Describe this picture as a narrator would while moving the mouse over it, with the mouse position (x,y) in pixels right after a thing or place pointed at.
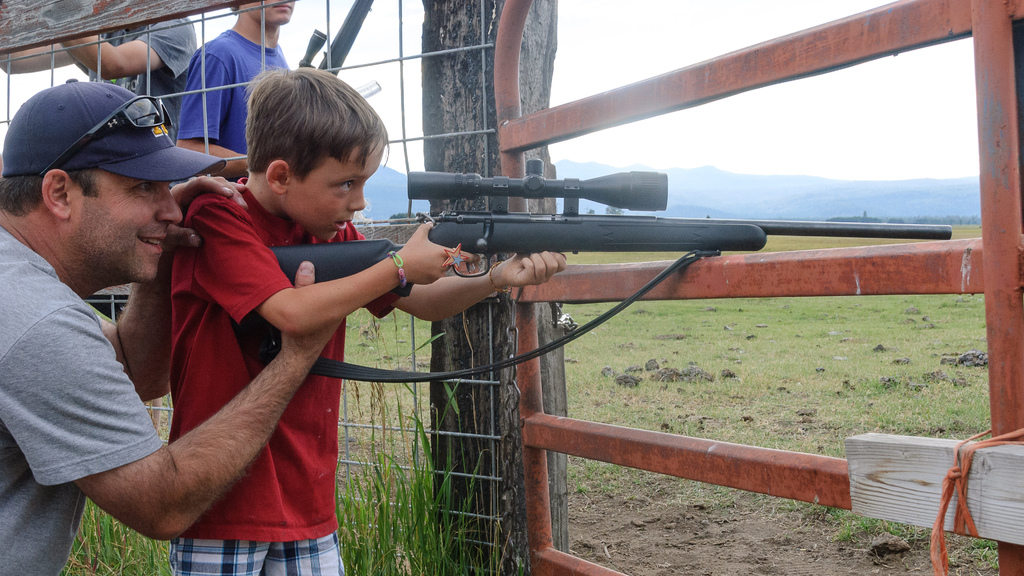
As we can see in the image there is fence (443,426), grass (407,405) and at the top (667,53) there is sky (680,40). There are few people (9,186). The boy (275,196) standing over here is wearing red color t shirt (260,458) and holding gun (573,336). In the background (748,206) there are hills (798,198).
